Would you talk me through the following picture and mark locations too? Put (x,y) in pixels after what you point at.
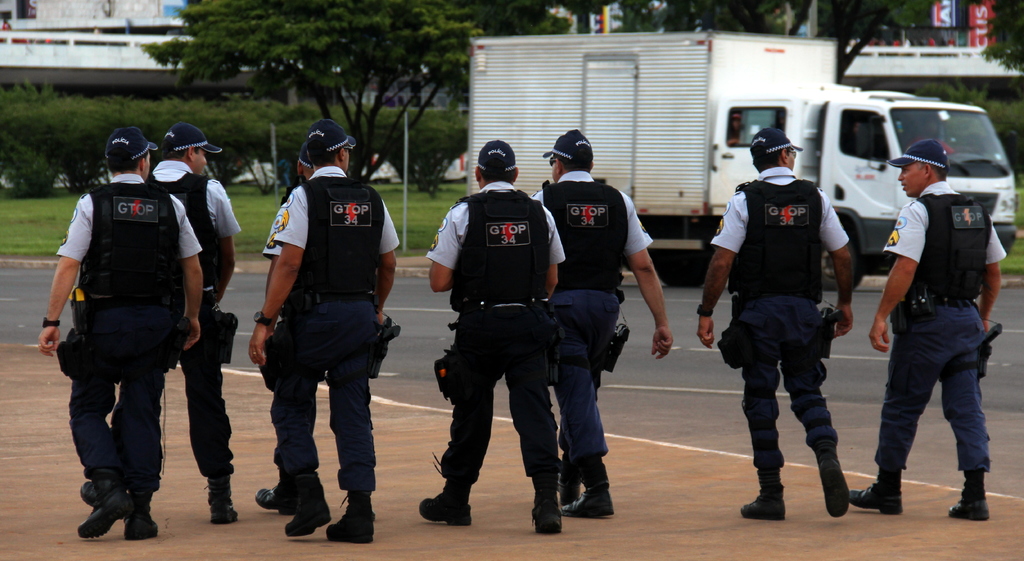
In this picture we can see the group of officers (352,214) who are wearing cap (213,146), shirt (835,233), bulletproof jackets (106,231), watch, trouser (906,401) and shoe (972,481). They are walking on the road (639,482). On the right (689,69) we can see a truck (741,111) which is on the road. In the background (144,64) we can see the buildings (148,78), trees (378,93), plants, poles (816,17) and the banners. In the top right corner (972,48) there is a bridge (937,49).
